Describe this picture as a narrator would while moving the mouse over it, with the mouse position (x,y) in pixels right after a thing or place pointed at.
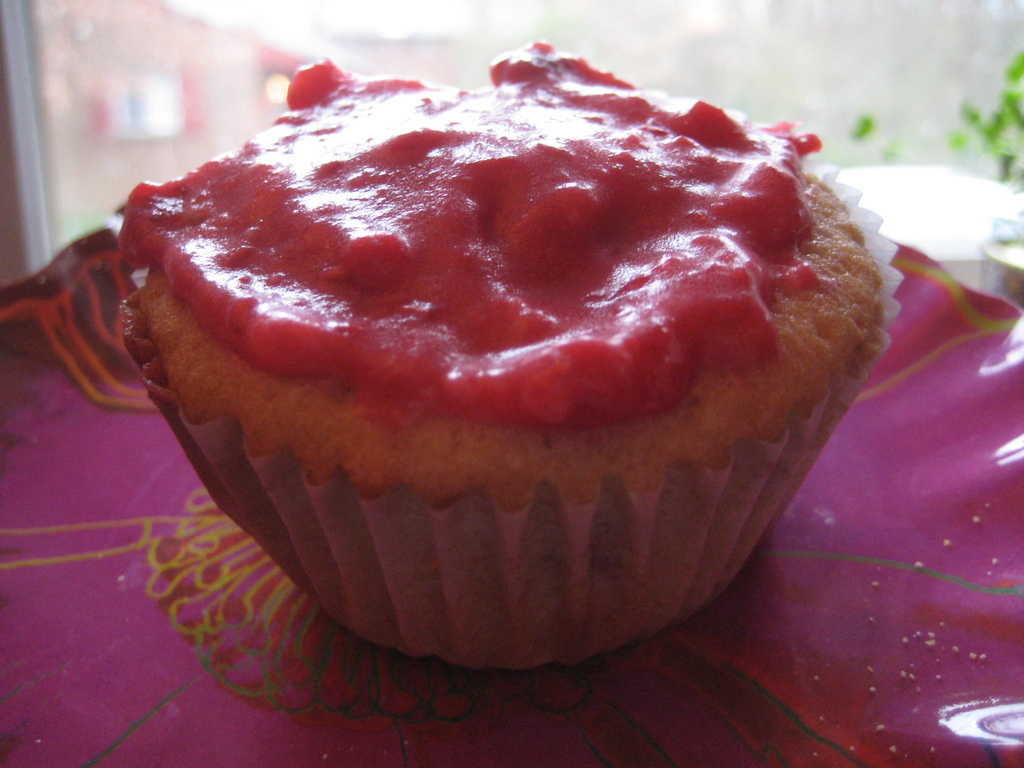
In this image there is a cupcake (454,491) on a pink plate (178,557). This is glass window (144,67). Outside there are buildings (132,106) and plant (992,135).
